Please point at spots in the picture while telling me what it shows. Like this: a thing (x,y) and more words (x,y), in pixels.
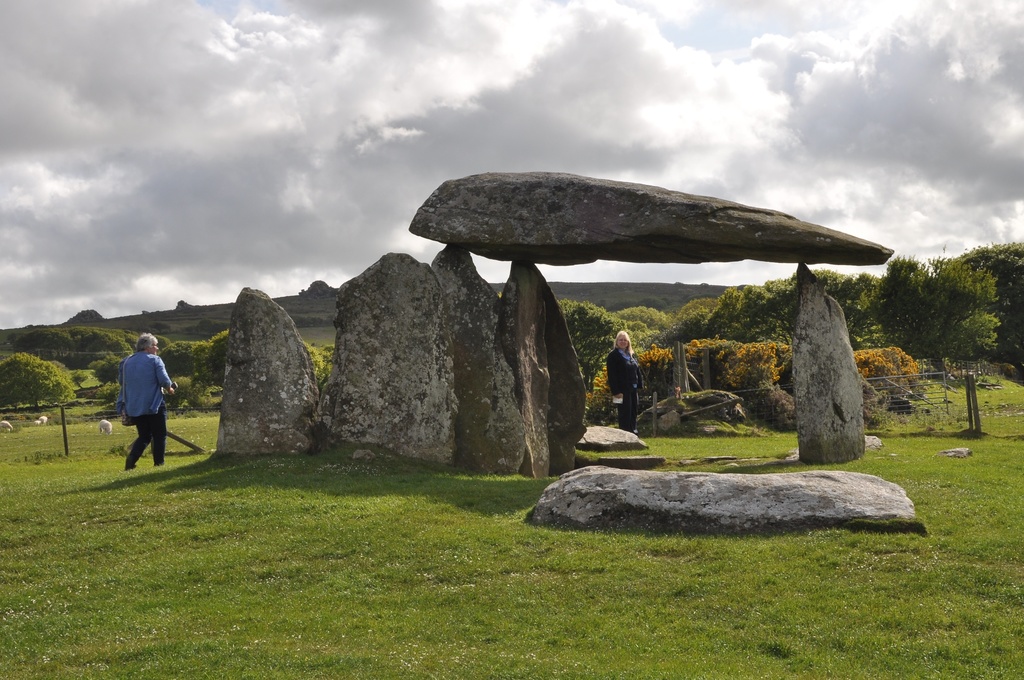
In this picture, it is called as a "Pentre Ifan" (416,314). On the grass (218,523) there are two people (148,402) standing. Behind the people (160,398) there is the fence (62,407), animals (39,420), trees (85,338), hill (608,285) and the sky (626,113).
